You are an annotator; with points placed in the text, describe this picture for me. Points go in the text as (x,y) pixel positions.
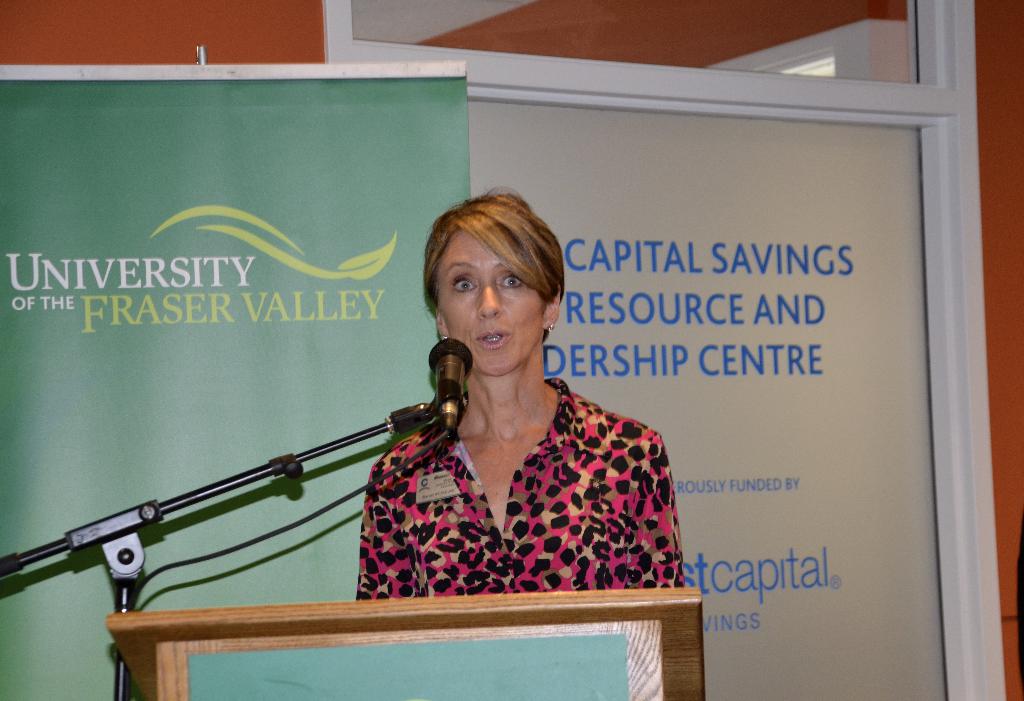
In the center of the image (571,436) we can see a lady (535,528) standing and talking. We can see a mic (441,382) before her. At the bottom (129,613) there is a podium (694,613). In the background (782,288) there is a banner (221,81) and a wall (181,44).
